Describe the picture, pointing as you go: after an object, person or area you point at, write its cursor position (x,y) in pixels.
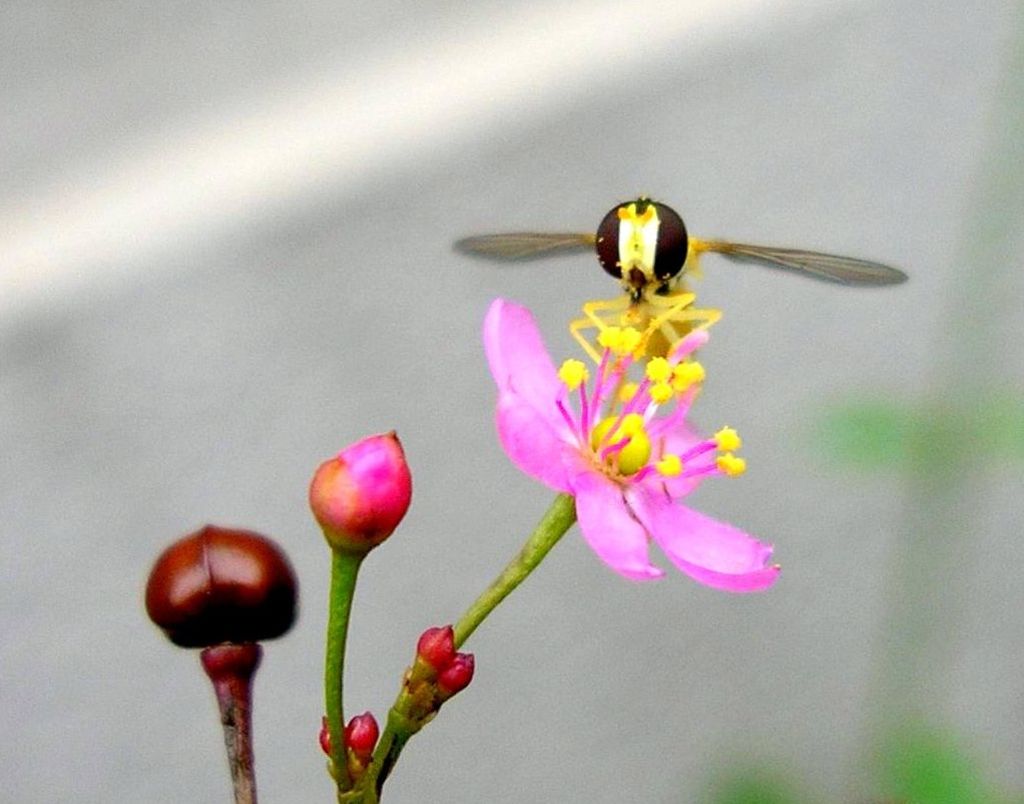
In this picture I see the hoverfly (670,244) on the flower (571,447), beside that I can see some flower buds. In the back (845,452) I can see the blur image.
